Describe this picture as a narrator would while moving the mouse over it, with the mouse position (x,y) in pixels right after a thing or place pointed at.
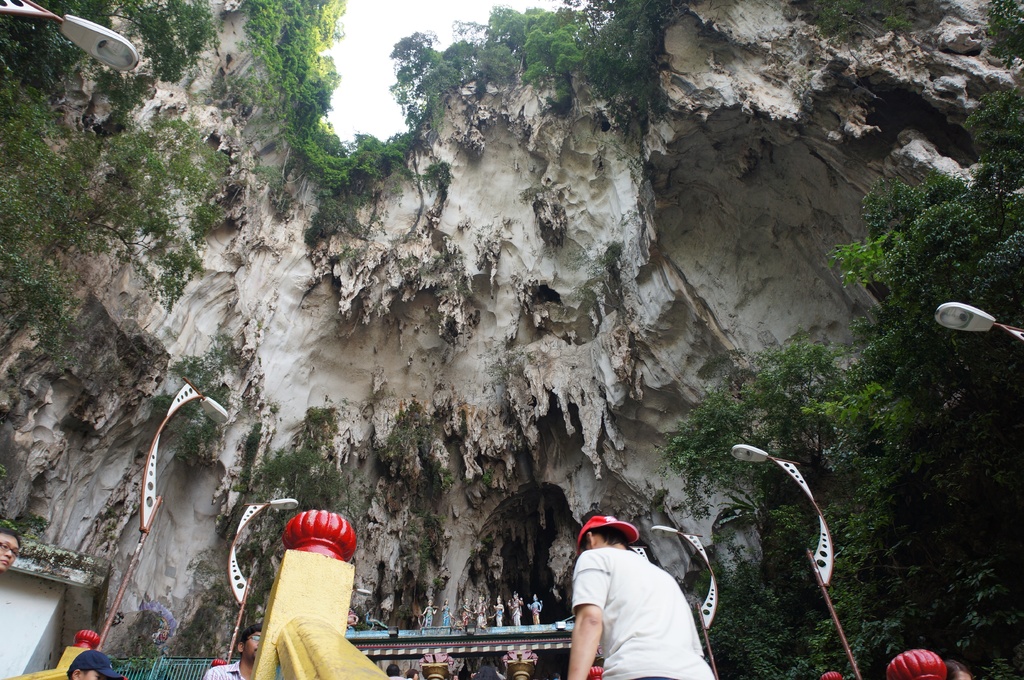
In this picture there are people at the bottom side of the image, it seems to be a cave (683,328).
